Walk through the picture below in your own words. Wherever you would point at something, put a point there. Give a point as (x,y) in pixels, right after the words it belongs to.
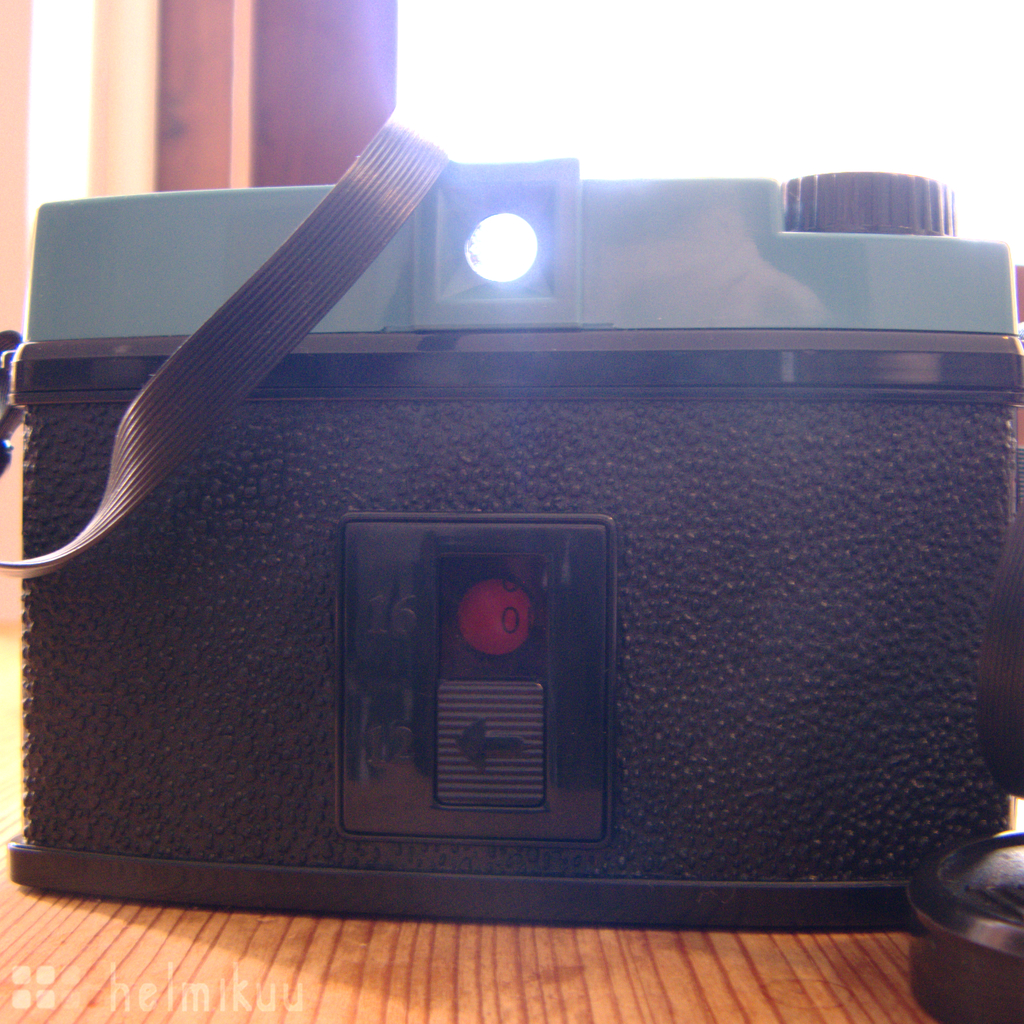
In this picture we can see a machine (329,617) on the wooden object (412,957) and behind the object (412,957) there is a wall (165,79). On the image there is a watermark (144,1002).
